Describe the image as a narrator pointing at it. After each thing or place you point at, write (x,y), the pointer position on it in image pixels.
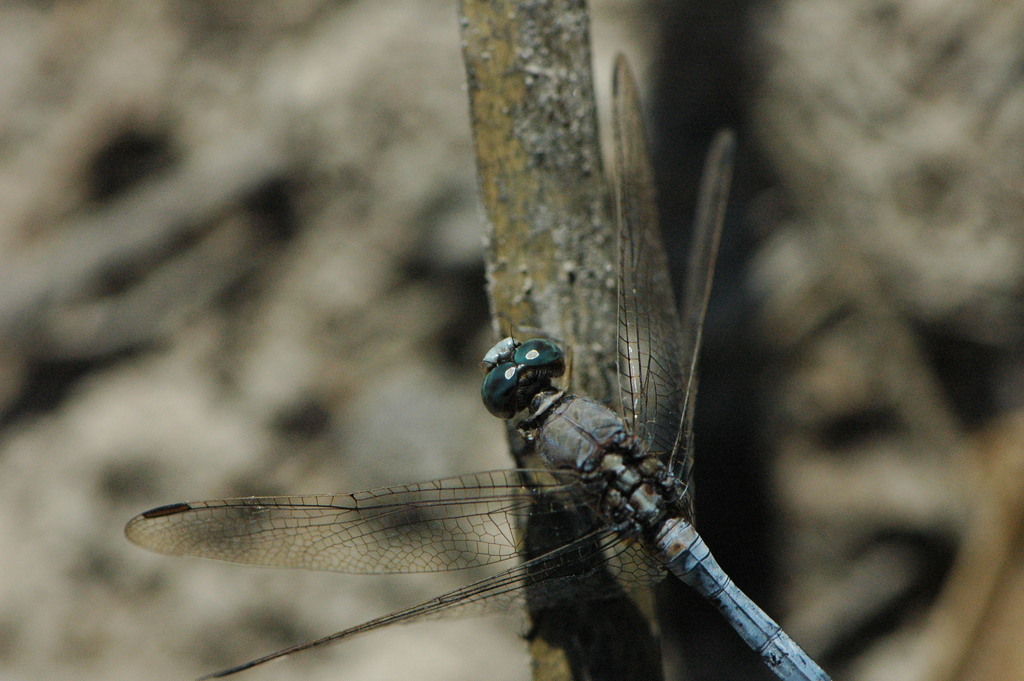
In this image I can see a dragonfly (640,524) on a stem (561,143). The background of the image (246,247) is blurred.
